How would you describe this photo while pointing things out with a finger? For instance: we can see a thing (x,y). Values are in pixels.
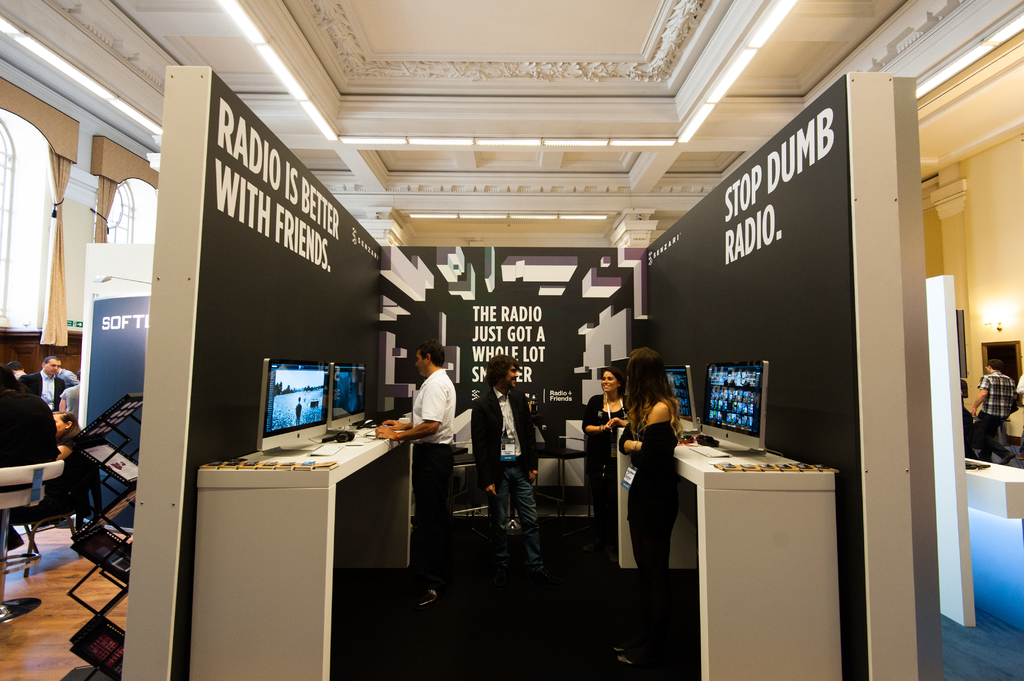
In this image we can see people (500,427), tables (315,521), computers (337,399), boards (547,343) and a wall (793,381).
